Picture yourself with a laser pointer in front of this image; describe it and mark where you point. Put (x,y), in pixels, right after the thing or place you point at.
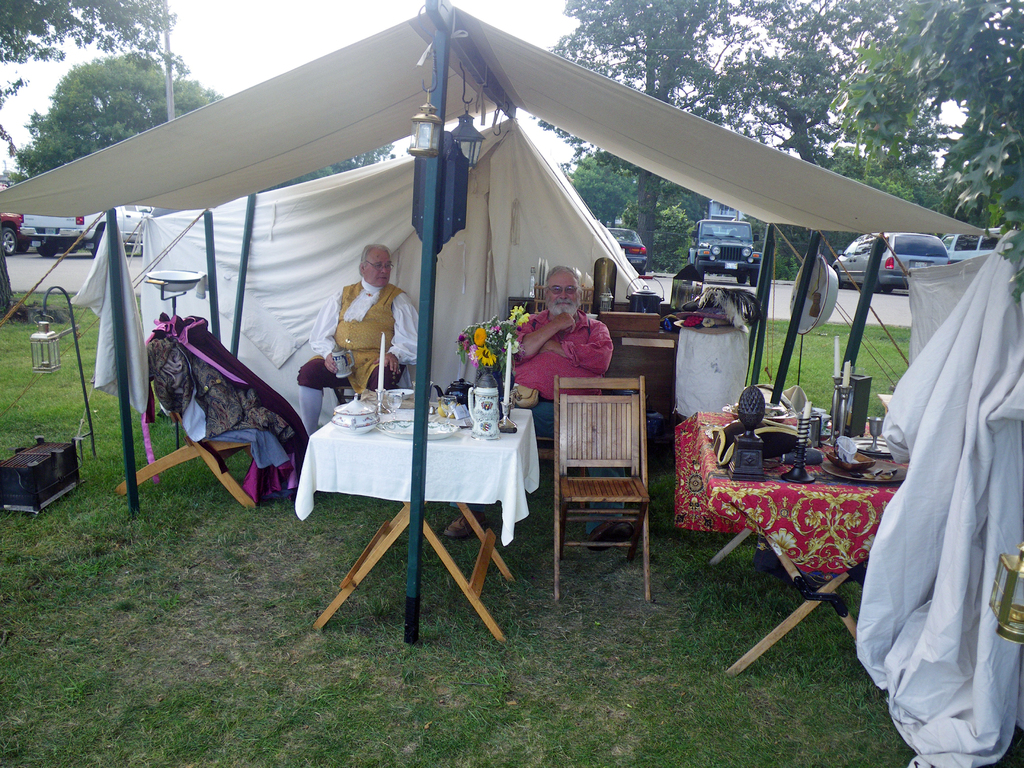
There are two persons (568,325) sitting under a white roof (636,110) and there is a table (452,471) in front of them. The ground (421,640) is greenery (426,645) and there are cars (63,224) and trees (182,84) in the background (122,94).
